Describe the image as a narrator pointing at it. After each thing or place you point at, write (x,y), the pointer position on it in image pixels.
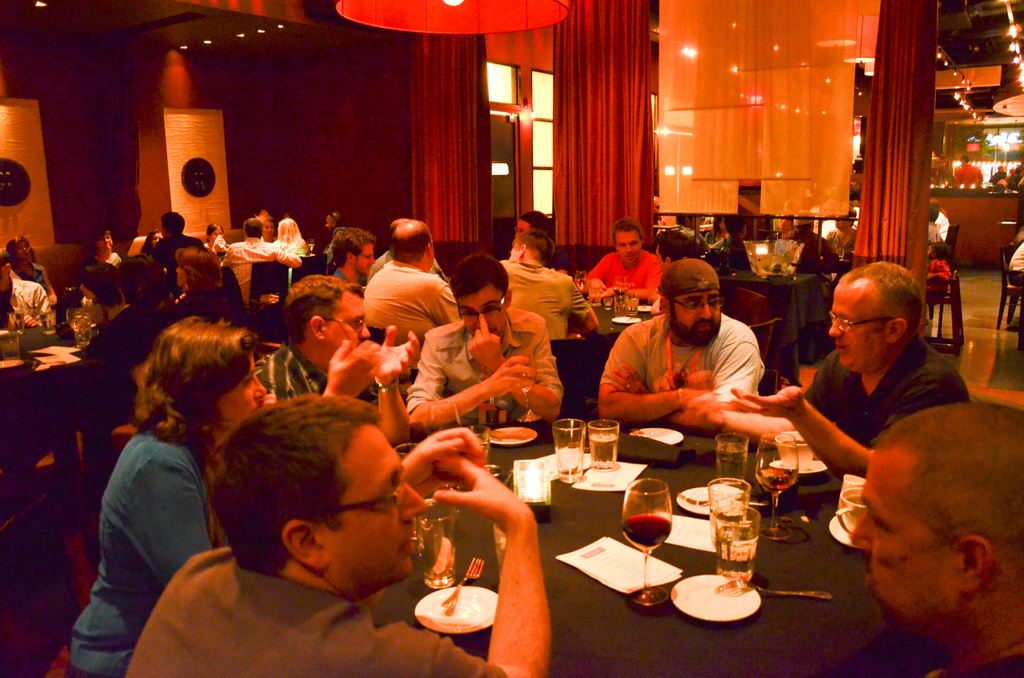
This picture describes about group of people (381,507) few people (174,456) are seated on the chair (760,325) and few are standing, in front of seated people (279,594) we can see glasses (634,506), plates (484,595), forks (477,570) on the table (586,499). In the background (629,151) we can see curtains (580,111) and lights (533,112).
